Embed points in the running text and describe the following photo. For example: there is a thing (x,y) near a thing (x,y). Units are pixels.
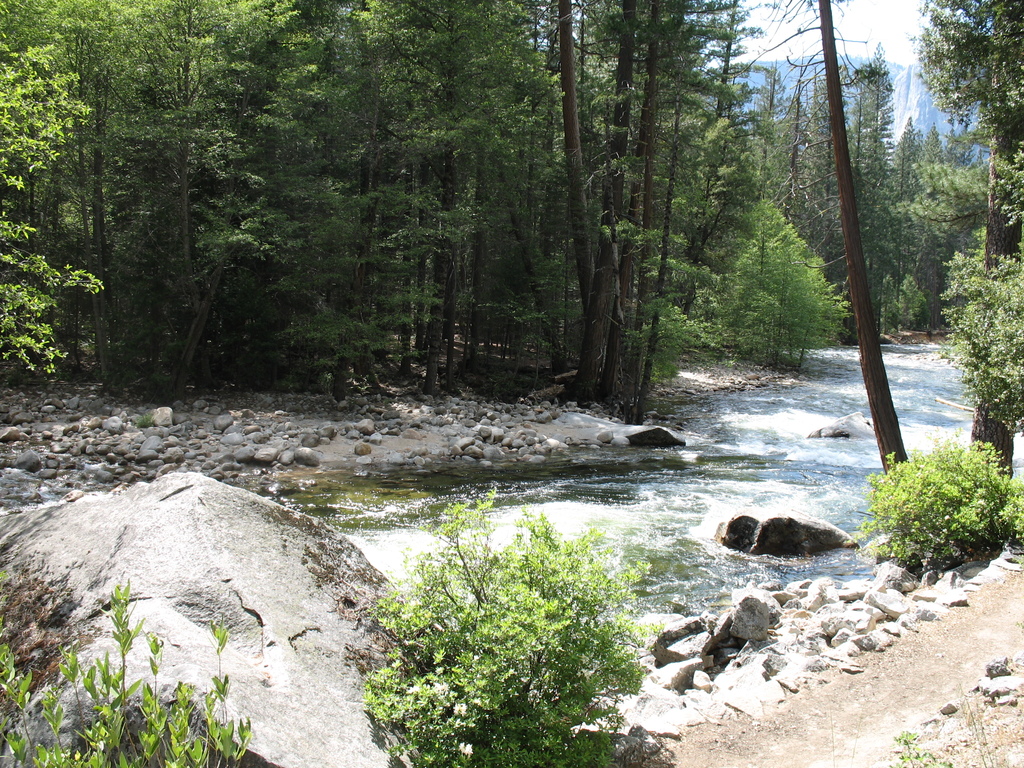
There are some plants (614,667) at the bottom of this image (532,672), and there is a river (463,467) and some stones (293,455) are present in the middle of this image (659,441). There are some trees (494,202) in the background (541,289).
